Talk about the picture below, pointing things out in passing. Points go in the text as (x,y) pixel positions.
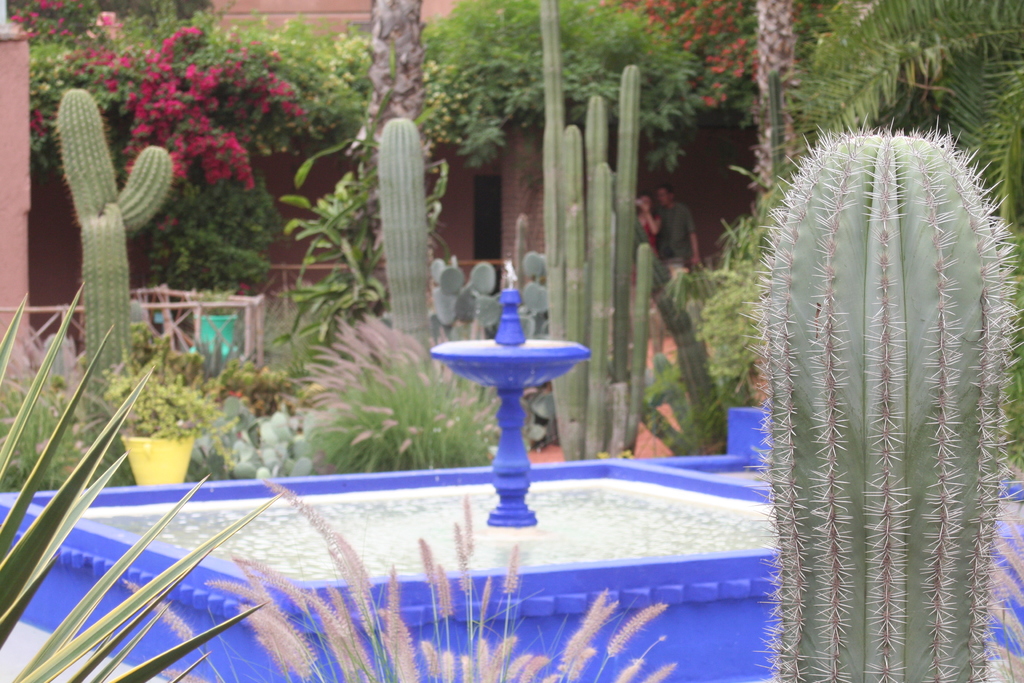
In this image, we can see a water fountain (511,524), there are some cactus plants (415,213), there are some green color plants (435,65) and we can see some flowers (198,124).
